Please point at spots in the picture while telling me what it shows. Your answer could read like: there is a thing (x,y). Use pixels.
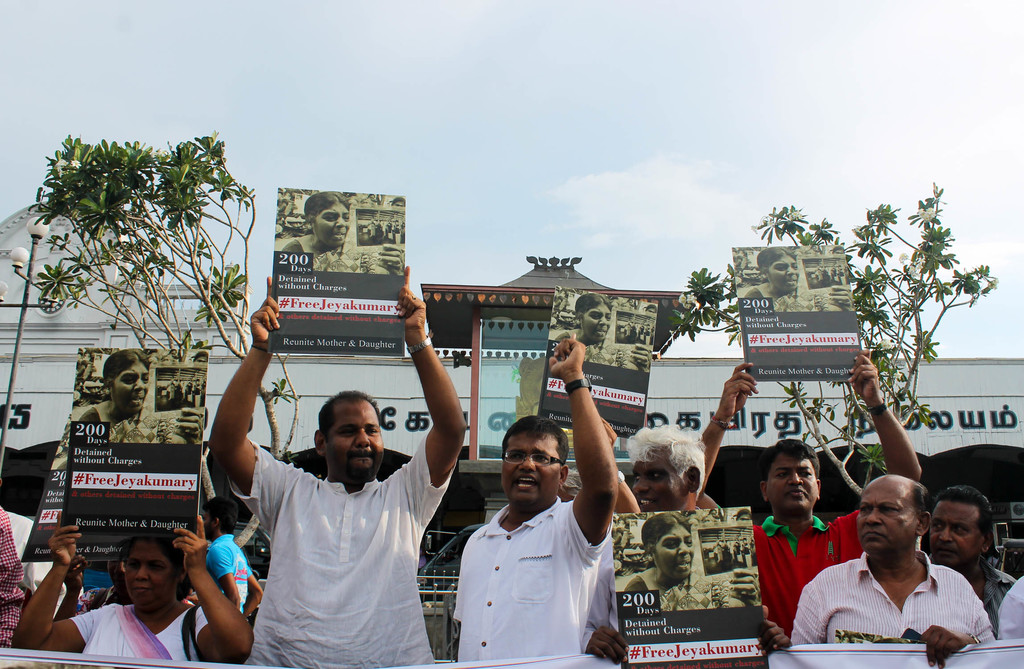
In this image there are people (872,562) holding, posters (628,334) in their hands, on that poster (703,554) there is picture (695,547) and some text (755,318), in the background (804,432) there are plants (68,276) and building (954,359) and the sky (704,163).
